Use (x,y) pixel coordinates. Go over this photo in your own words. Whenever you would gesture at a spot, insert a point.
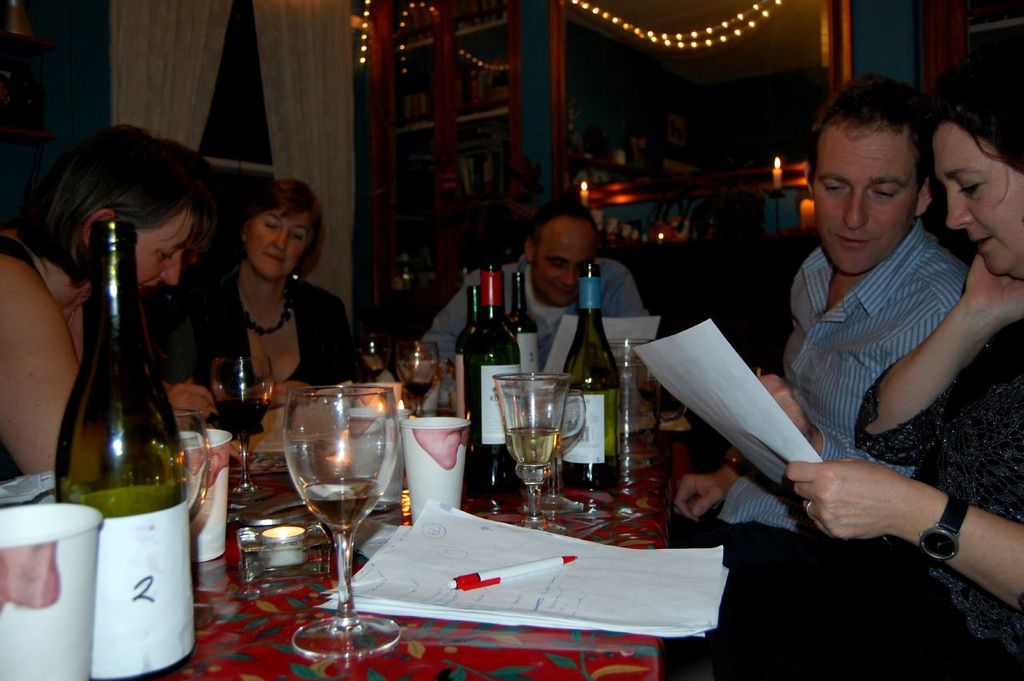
This is a picture taken in a room (196,270), there are a group of people (154,287) who are sitting on a chair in front of the people (540,308) there is a table (458,658) on the table (418,638) there is a paper (554,606), pen (498,578), glass (517,433), cup (212,479), bottle (491,440) and a candle (266,549). Background of this people (242,329) is a shelf (435,122), curtain (322,97) and the lights (666,41).
